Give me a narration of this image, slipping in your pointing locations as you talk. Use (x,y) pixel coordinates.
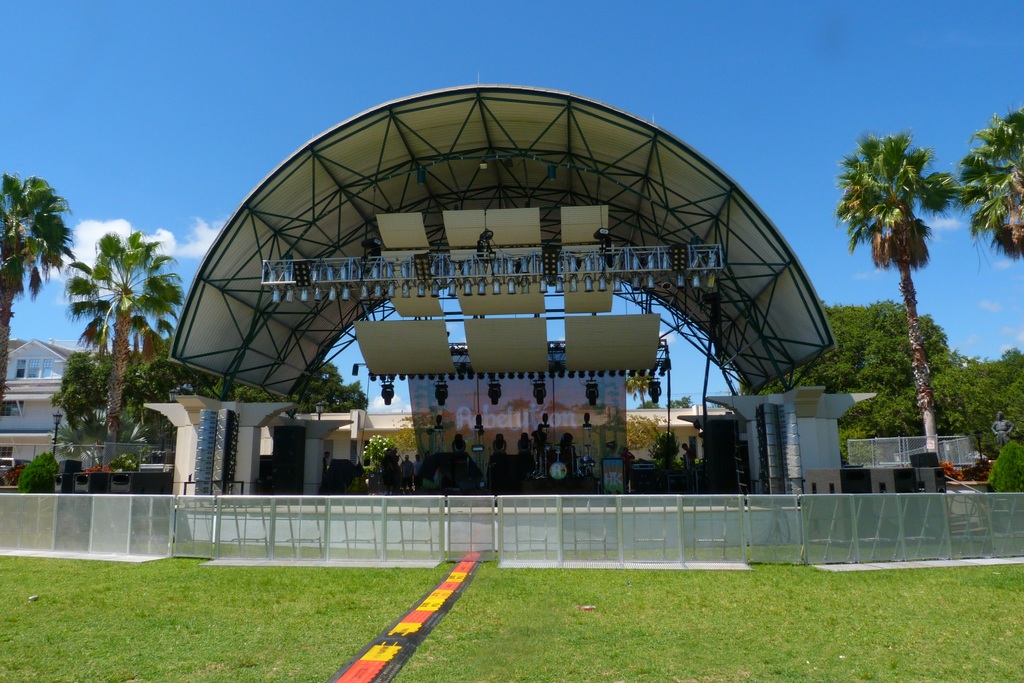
In this image there are few people (548,442) under a curved roof (301,222), there are few objects (506,367) hanging from the roof (547,235), few trees (663,435), buildings (332,441), a fence (416,533), grass (513,644) and some clouds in the sky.
